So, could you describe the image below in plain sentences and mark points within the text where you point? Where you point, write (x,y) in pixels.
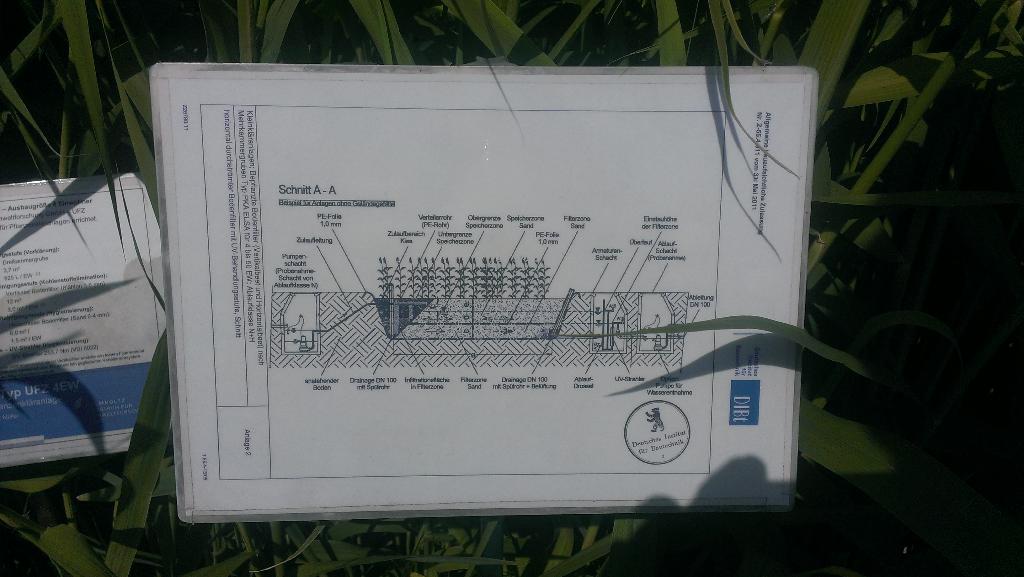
In this image in the center (556,245) there is one board (419,369), and on the board (622,258) there is some text (232,271). Beside the board (370,236) there is another board (108,385), and in the background (341,543) there are some plants (527,31).
